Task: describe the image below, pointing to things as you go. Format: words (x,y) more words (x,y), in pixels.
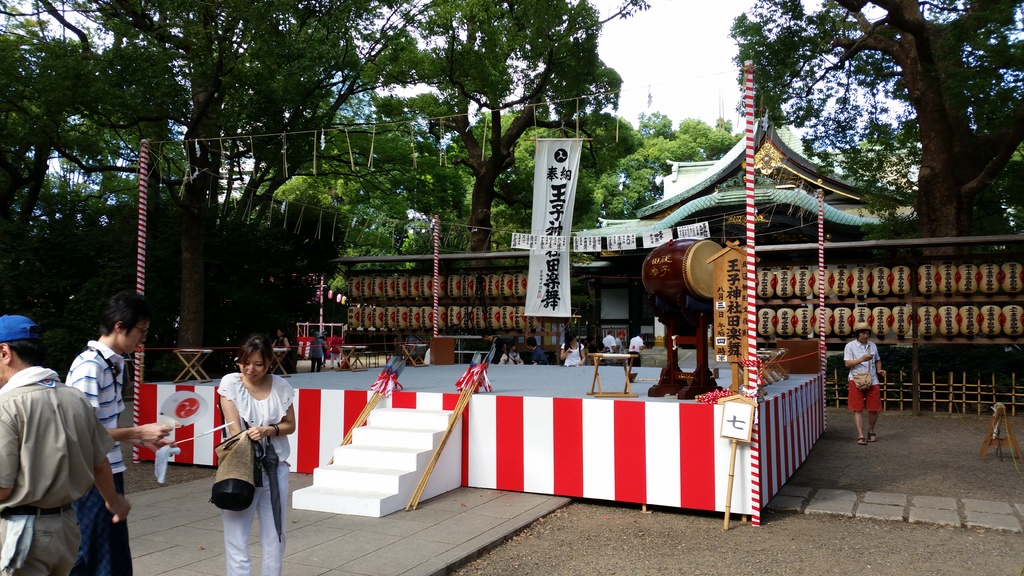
This is an outside view. In the middle of the image (426,378) I can see a stage (608,368) and there are few stairs (402,451) in front of this stage (592,412). On the left side (65,429), I can see two men (104,394) and a woman (259,442) are standing on the floor (291,554). The woman (256,377) is holding a bag (236,473) in the hands (254,430). On the right side (858,378) a man (859,393) holding a bag (864,372) and walking on the ground (873,471). In the background (769,177), I can see a building (668,226) and many trees (358,93). At the top of the image (654,45) I can see the sky (650,53). In front of the building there are many people (537,357).
